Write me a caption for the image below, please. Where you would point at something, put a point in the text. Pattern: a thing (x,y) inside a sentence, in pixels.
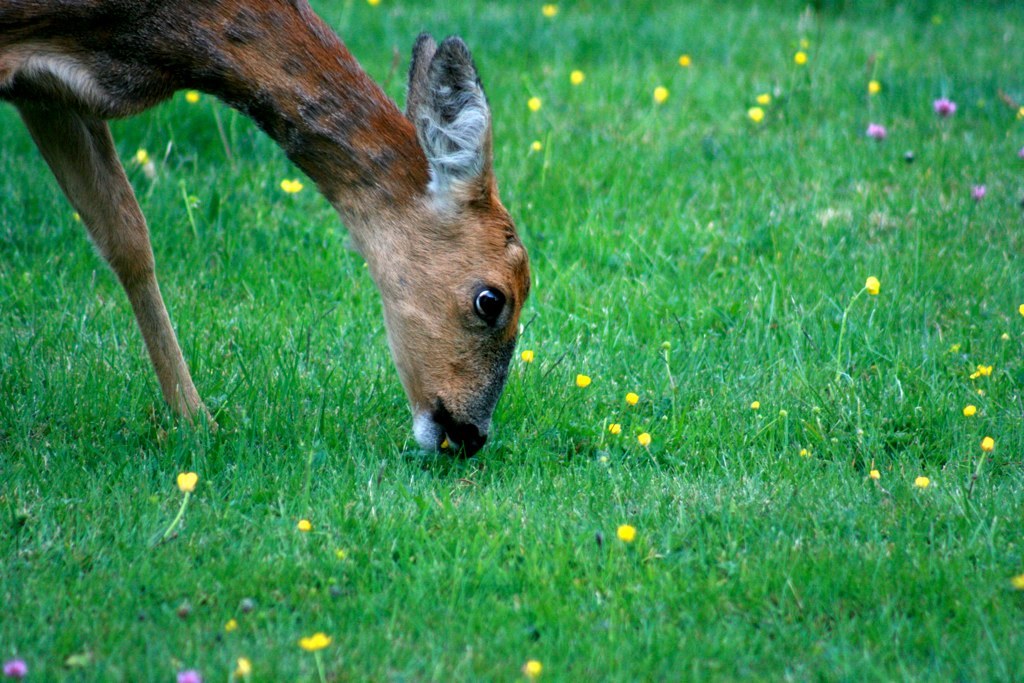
In this image there is an animal (265,121) eating grass (363,394) in the center (439,348). In the front (760,512) there's grass (737,607) on the ground (786,577) and there are flowers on the grass (782,393).
